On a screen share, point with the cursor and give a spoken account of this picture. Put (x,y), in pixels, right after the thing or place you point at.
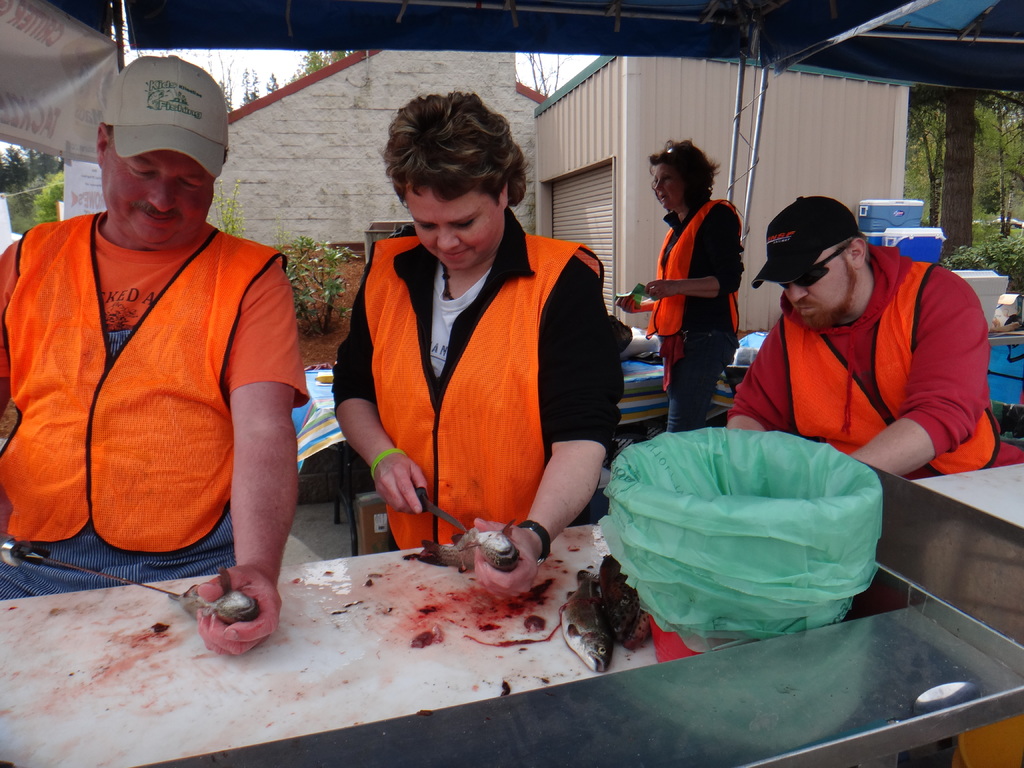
There are people (550,355) and these two people (169,327) holding fishes (470,540) and knives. We can see fishes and bin (689,625) with cover (694,570) on the table (151,624). In the background (314,366) we can see objects (995,289) on the table (325,428), boxes (975,290), plants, banner (65,106), board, wall (300,157), trees (32,204), shed (578,78) and sky (548,54). We can see tent (814,55).
